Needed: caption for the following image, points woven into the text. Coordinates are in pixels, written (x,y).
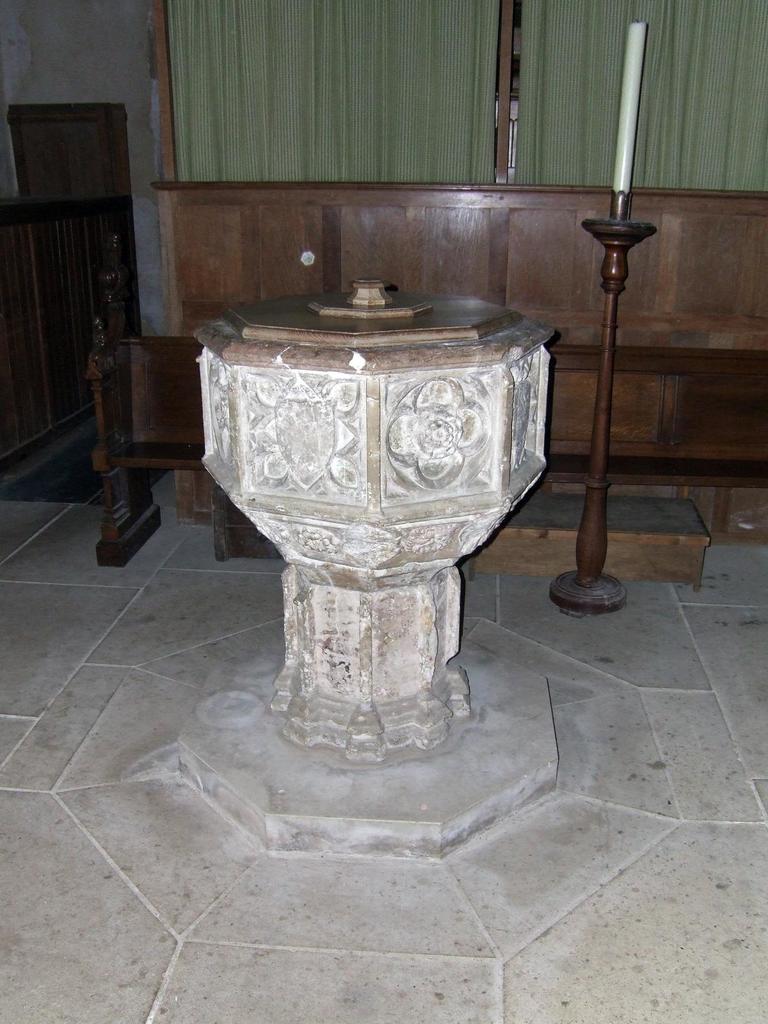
In this image there is a pillar (404,438) having sculptures (307,488). Right side (624,181) there is a stand (642,237) having a candle (632,74). Behind there is a wooden furniture (558,367). Background (342,117) there is a wall (109,52) having window (608,143) which is covered with the curtains (383,31).
